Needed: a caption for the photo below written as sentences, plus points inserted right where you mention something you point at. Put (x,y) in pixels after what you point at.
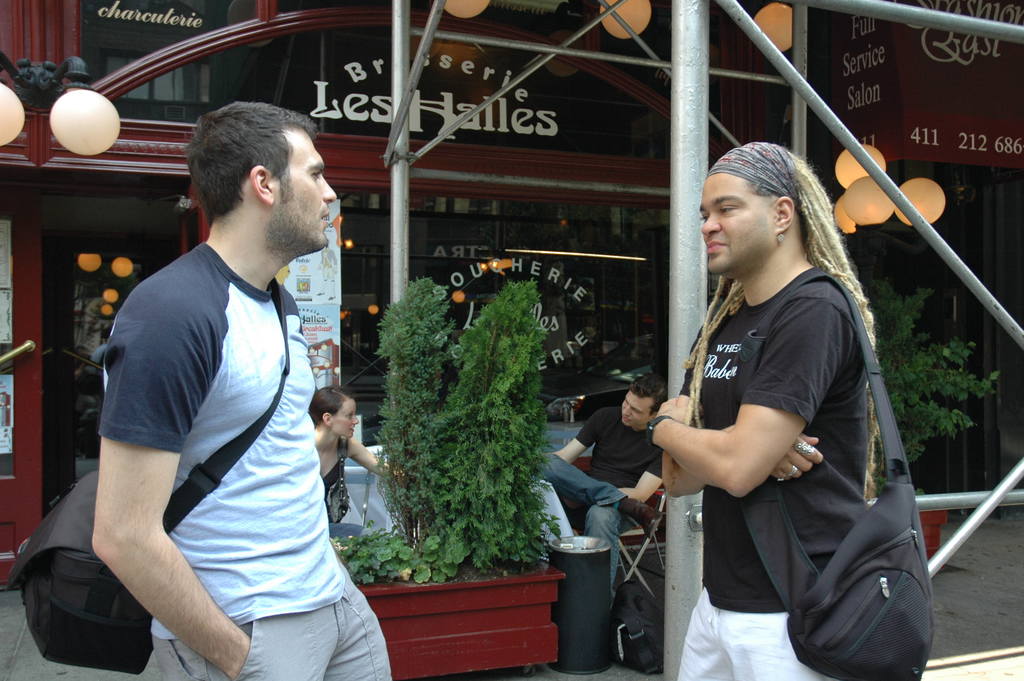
There are men (262,440) standing in the foreground area of the image (161,312), there are people (633,404), plants (524,302), text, windows (478,300), it seems like stalls (66,312) in the background (93,315), there is a rod structure (694,238) on the right side (692,255).
